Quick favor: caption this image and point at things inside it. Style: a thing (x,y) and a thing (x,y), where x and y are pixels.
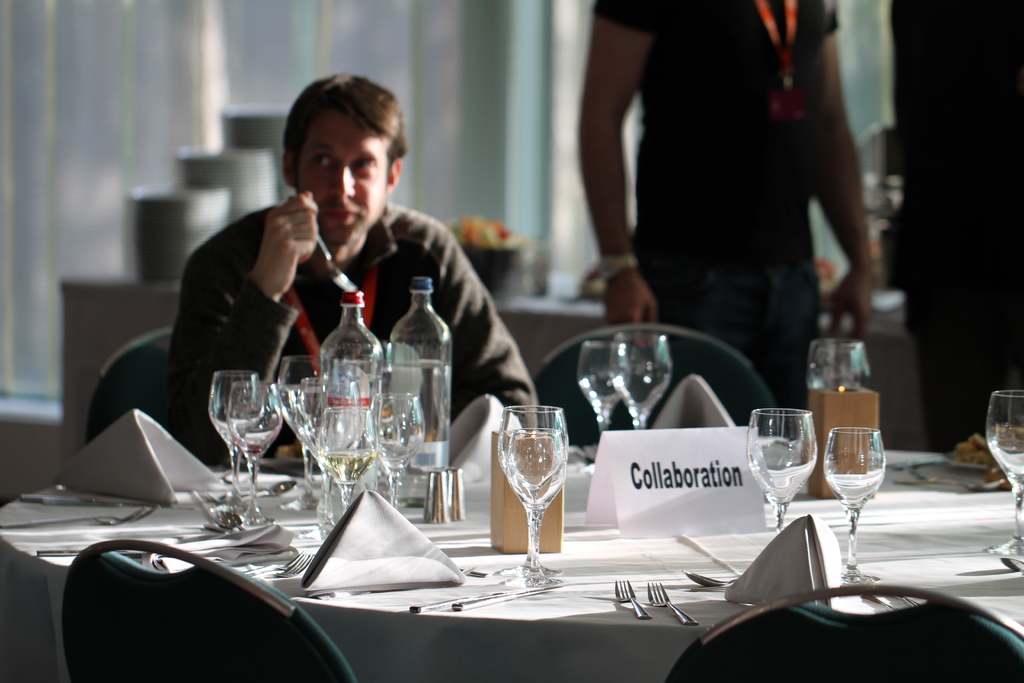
In this image I can see a man (213,349) sitting on a chair (115,387). I can also see few chairs (625,413) and number of glasses (338,482).
